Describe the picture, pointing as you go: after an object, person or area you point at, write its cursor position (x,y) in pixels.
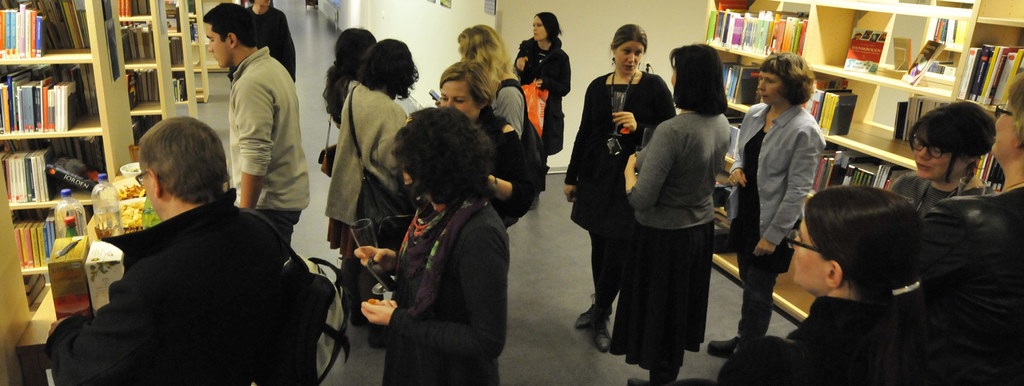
In this image I can see the group of people (635,256) with different color dresses (657,193). I can see few people (485,243) are holding the glasses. To the side of these people (219,311) I can see the rack (25,70) with many books (153,56). To the left (85,286) I can see the bottles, box (58,262), bowls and plates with food (134,203). These are on the table (93,227).
